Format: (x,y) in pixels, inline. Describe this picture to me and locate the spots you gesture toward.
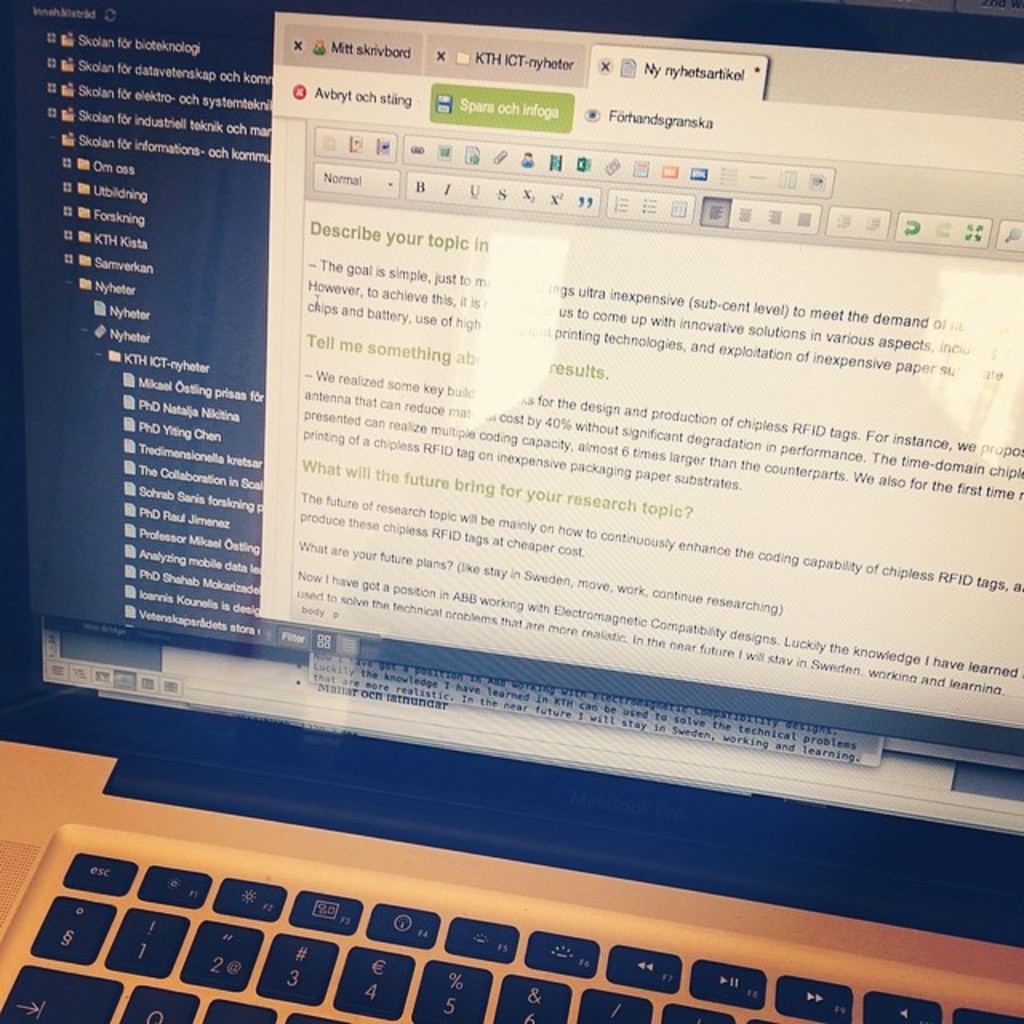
This image consists of a laptop (429,812). At the bottom (671,982), there is keypad (168,965). In the front (741,312), there is a screen (471,562).
